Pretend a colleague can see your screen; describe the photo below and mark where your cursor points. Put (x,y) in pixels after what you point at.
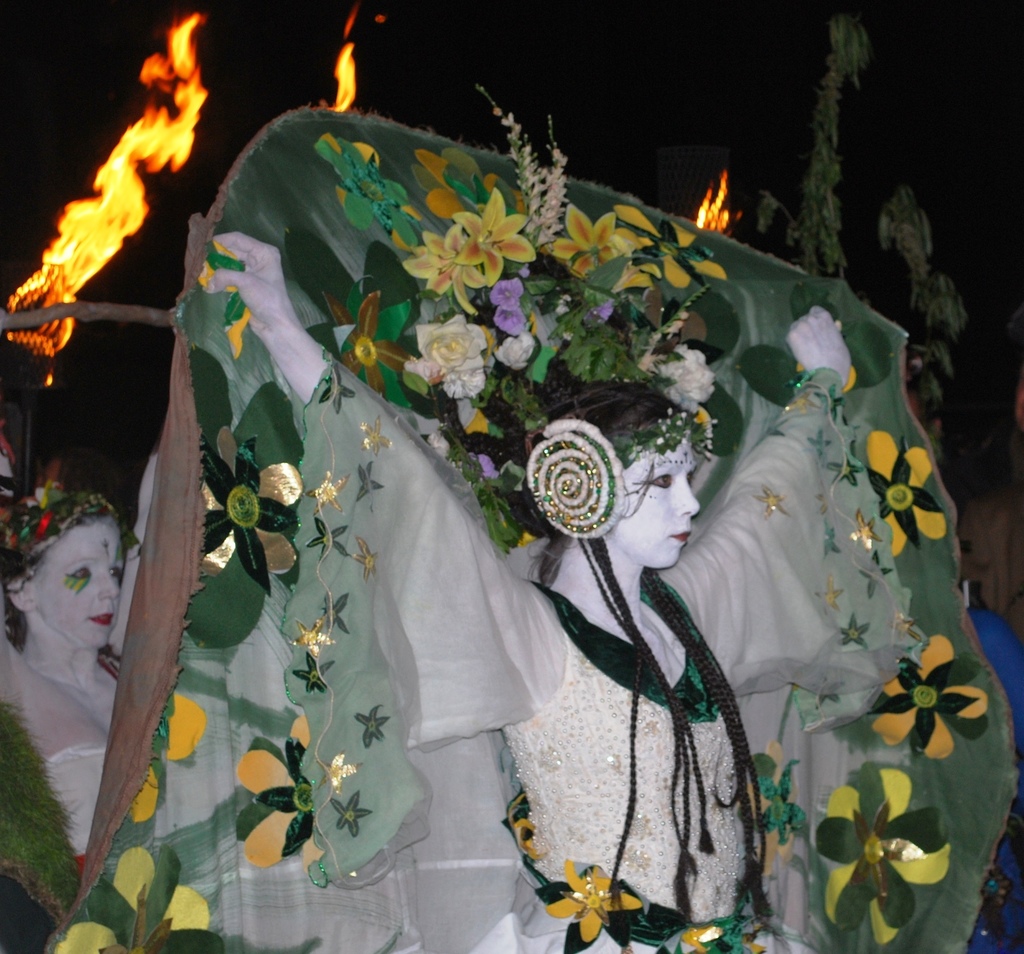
In this image, we can see people (823,674) are wearing costumes (477,685). Background (1020,474) we can see fire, leaves (814,167) and dark view.
